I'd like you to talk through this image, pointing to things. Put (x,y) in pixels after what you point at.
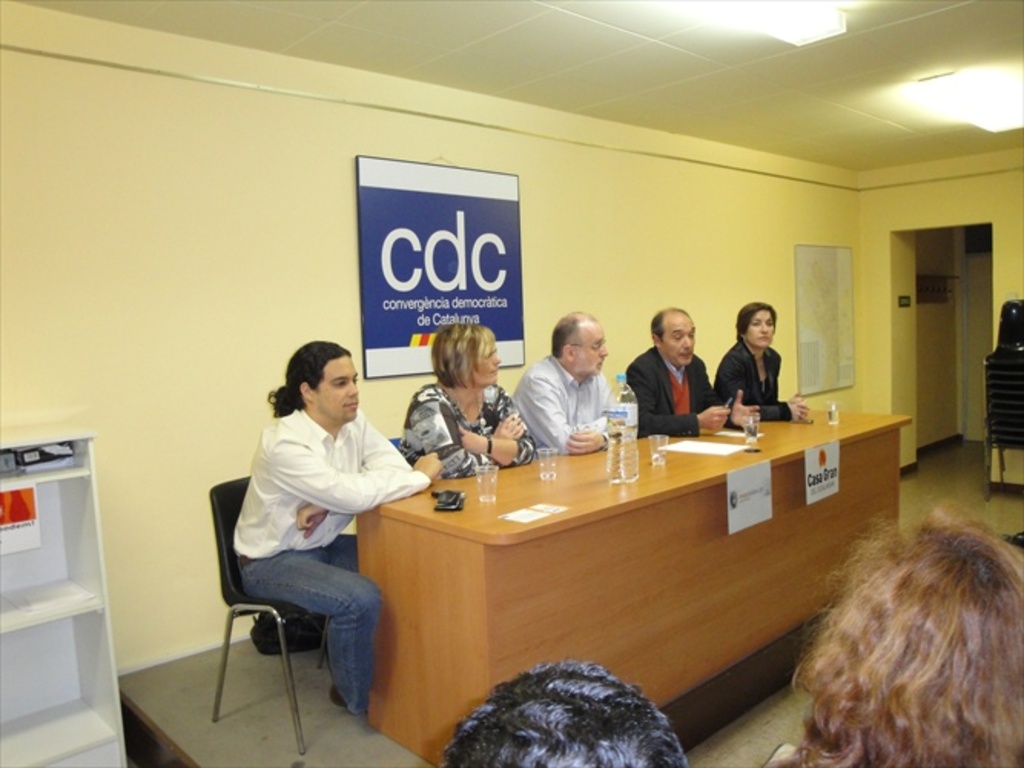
In this image it looks like a rack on the left corner (19,707). There are two people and chairs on the right corner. There are people (359,589), chairs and a table (646,495) with glasses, bottles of it in the foreground (625,442). There is board (413,316) with text (402,305) on the wall (548,192) in the background (490,265). And there are lights (972,75) on the roof (870,88) at the top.
